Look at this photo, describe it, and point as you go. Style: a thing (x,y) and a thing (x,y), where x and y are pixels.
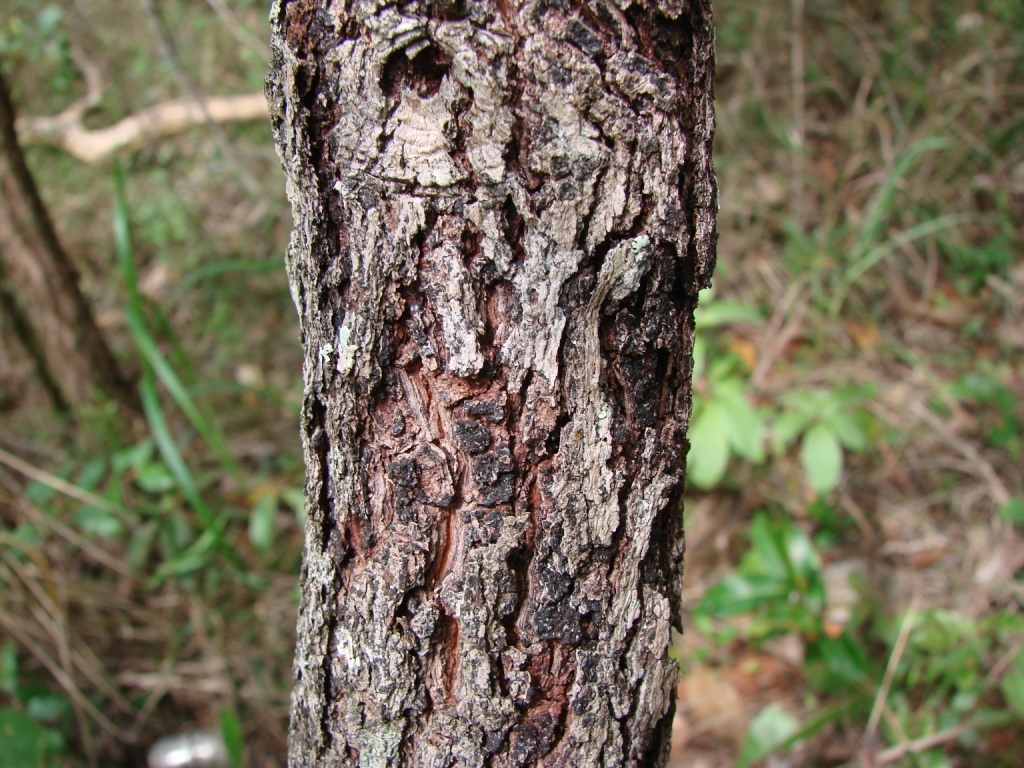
In this image, we can see a tree trunk (486,404). In the background (250,503), there are plants (160,487) and wooden objects (88,332).
